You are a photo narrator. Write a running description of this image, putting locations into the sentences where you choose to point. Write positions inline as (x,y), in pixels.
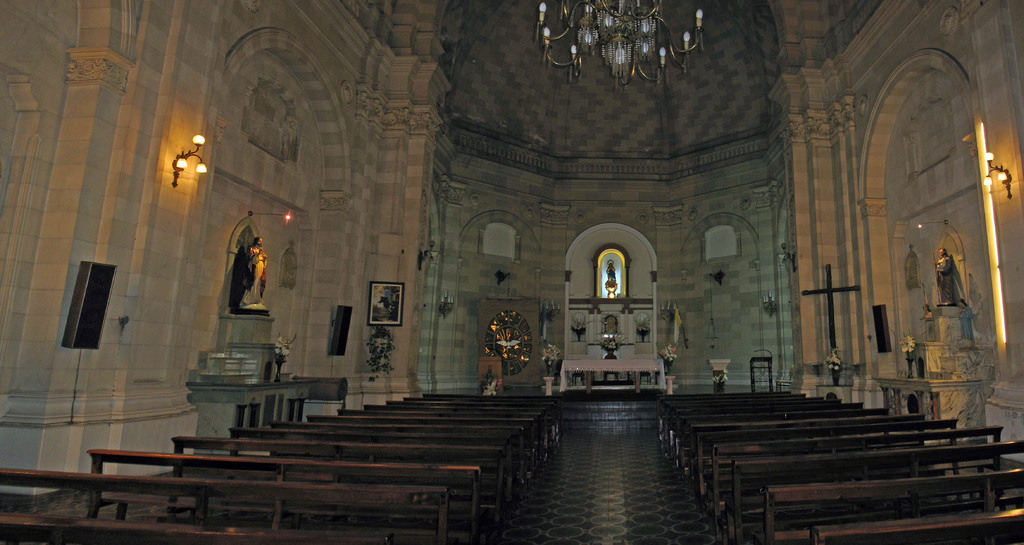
In this image few benches (393,517) are on the floor (669,494). Middle of the image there is a table (628,366). Both sides of it there are few flower vases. Beside the table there is a podium (495,376). Few idols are on the shelf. A picture frame (377,296) is attached to the wall (406,317). Few lights (443,316) and sound speakers (93,298) are attached to the wall (295,304). Top of the image (623,64) there is a chandelier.
